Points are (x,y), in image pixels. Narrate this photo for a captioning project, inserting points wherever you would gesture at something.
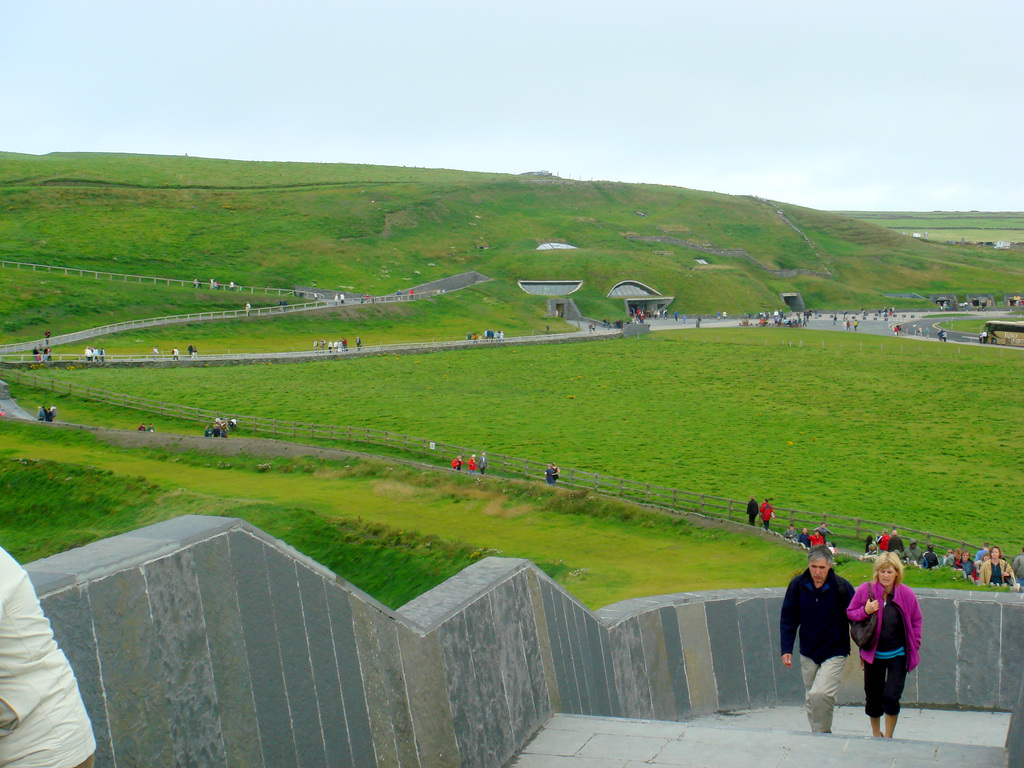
In this image I can see three persons (825,587) and the wall (477,704) in the front (742,607). I can also see one of them is carrying bag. In the background (847,573) I can see an open grass ground (337,336) and on it I can see number of people (881,546) and the wooden fences (442,443). On the top side of the image (587,71) I can see the sky (318,117).
